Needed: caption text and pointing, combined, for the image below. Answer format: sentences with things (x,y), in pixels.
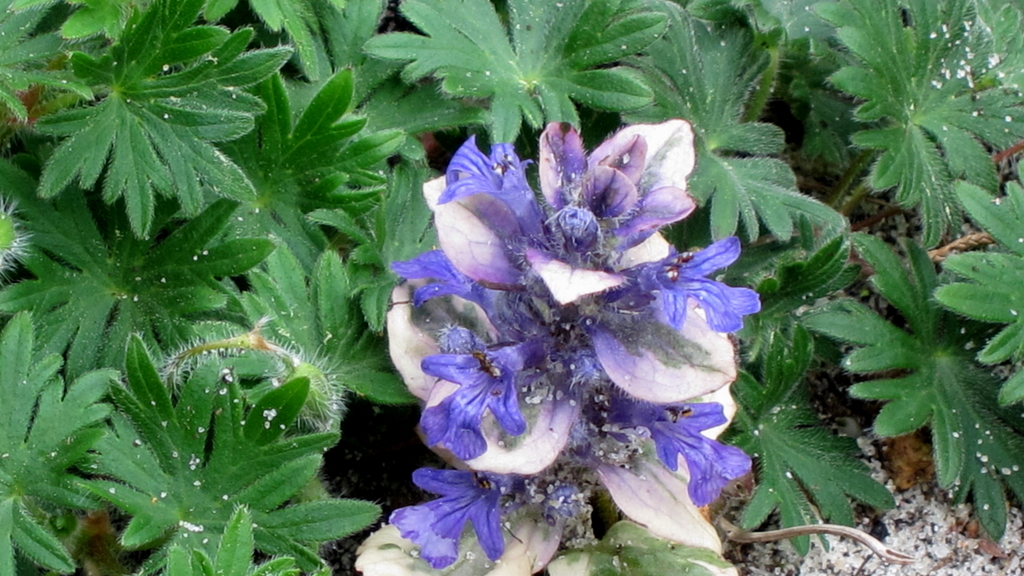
In this picture we can see purple and white flowers (447,220) surrounded by green leaves (46,190).
